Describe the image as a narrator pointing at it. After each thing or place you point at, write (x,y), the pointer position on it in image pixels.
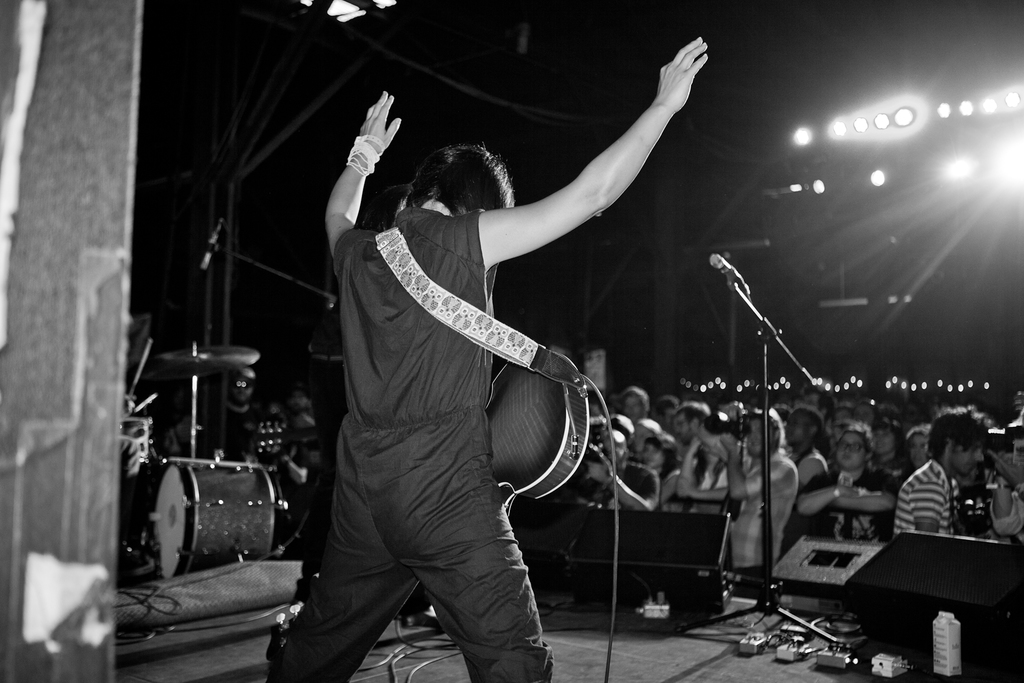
There is a man (416,396) standing on the floor (612,681) holding a guitar (562,476) across his shoulders (364,245) and lifting his hands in the air. There is a microphone (734,277) on the stage (773,618). And there are some drums (226,490) on the left side (206,481). In the down there are some people (736,446) enjoying the concert. There are some lights (804,131) in the background (841,133).
